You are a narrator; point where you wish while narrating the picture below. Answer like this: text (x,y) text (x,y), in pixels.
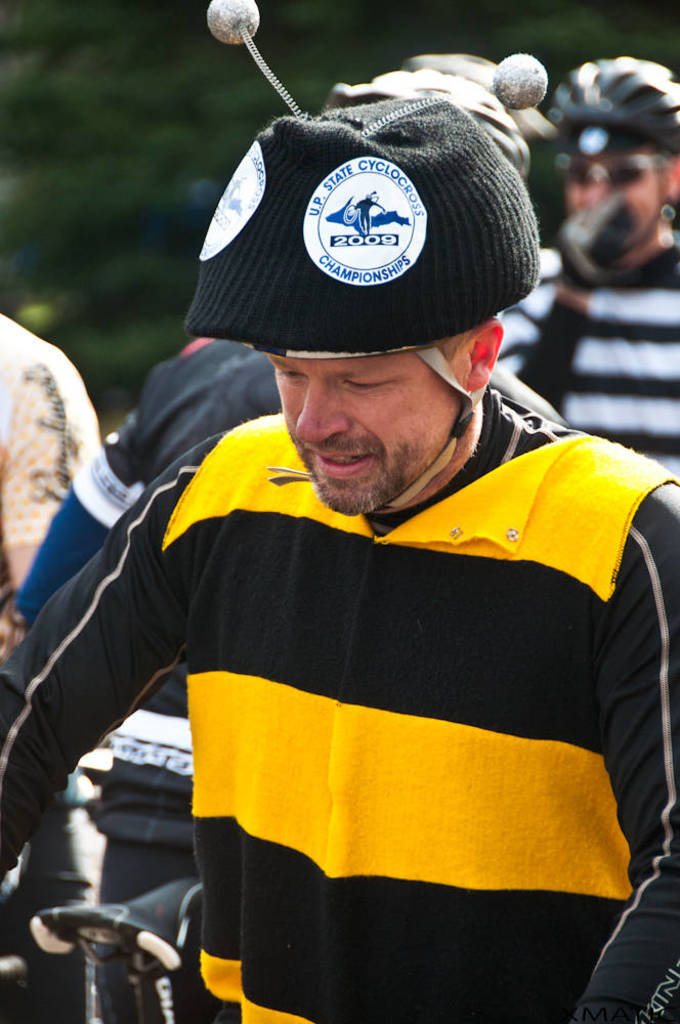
In this image we can see a group of people (371,523) and trees (122,183).
